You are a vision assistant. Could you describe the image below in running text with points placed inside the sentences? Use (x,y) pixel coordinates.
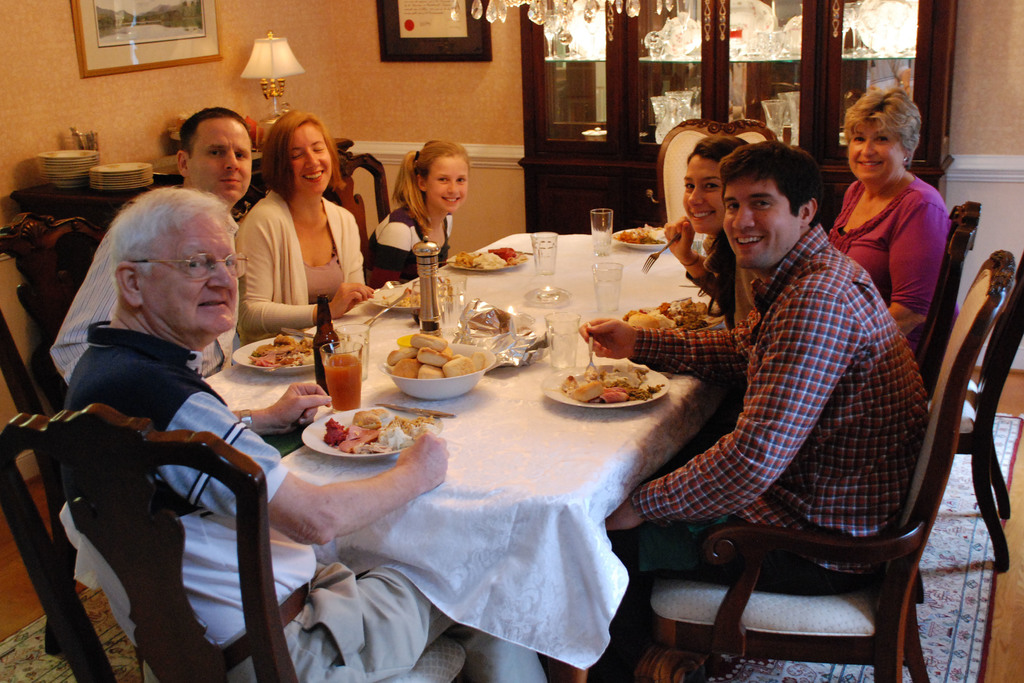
In this image we can see people (831,497) sitting around the table (537,409). We can see many food items (444,377), plates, glasses (350,380) and bottle (312,349) on the table (253,374). In the background (642,194) we can see cupboard (653,70), lamp (286,64) and photo frames (107,69) on wall (224,52).
